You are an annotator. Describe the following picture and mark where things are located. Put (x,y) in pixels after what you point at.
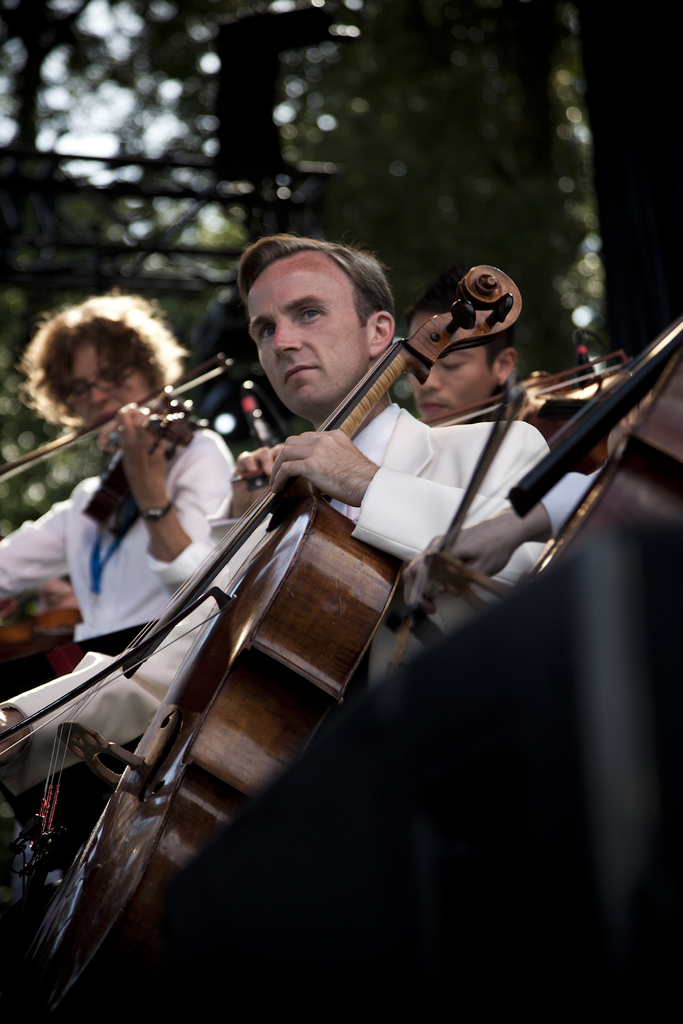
There are four people (344,288). They are playing a musical instruments (319,499). We can see in background (285,150) trees (330,215).
